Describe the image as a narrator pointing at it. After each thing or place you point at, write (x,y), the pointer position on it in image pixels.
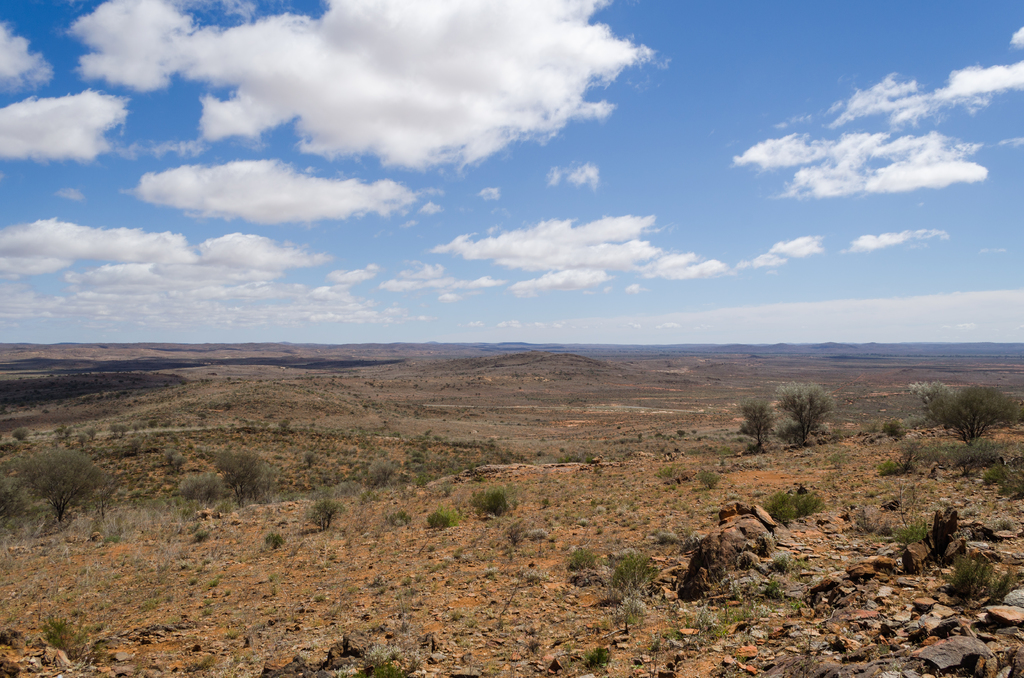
At the bottom of the image (669,616) there is a ground (639,393), plants (52,487) and rocks (769,559). At the top of the image (580,100) there is a cloudy sky (608,185).
